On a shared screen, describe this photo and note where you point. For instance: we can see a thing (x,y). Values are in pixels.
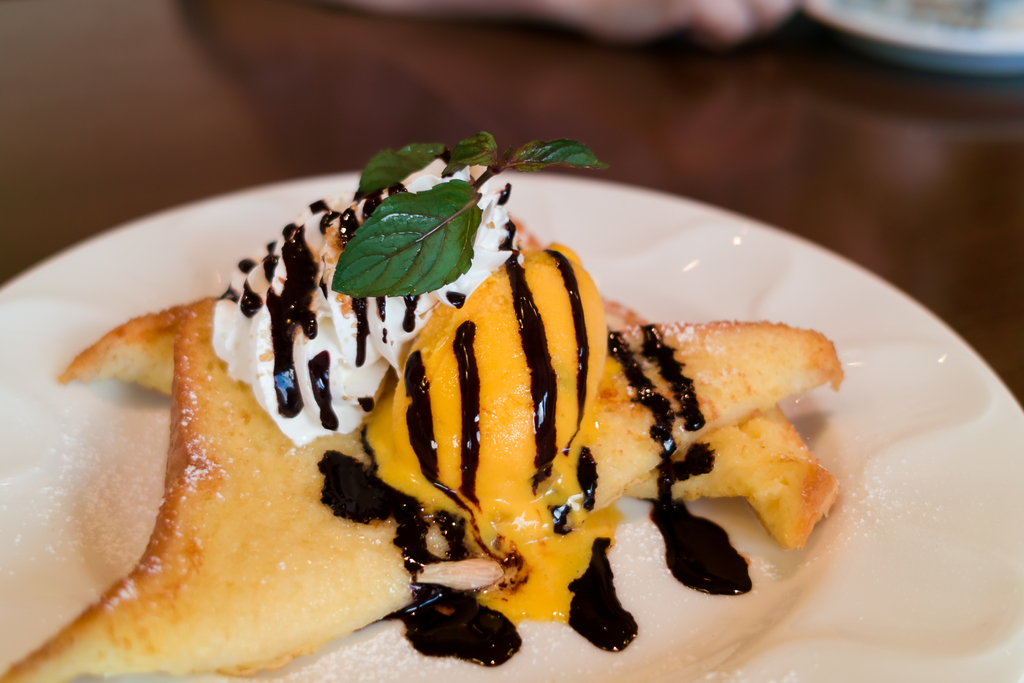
In this image we can see a plate (654,287) of food item (707,474) and the plate (770,235) is placed on the wooden table (686,85). We can also see some person's hand (761,17) and an object (890,12) at the top (854,20).
